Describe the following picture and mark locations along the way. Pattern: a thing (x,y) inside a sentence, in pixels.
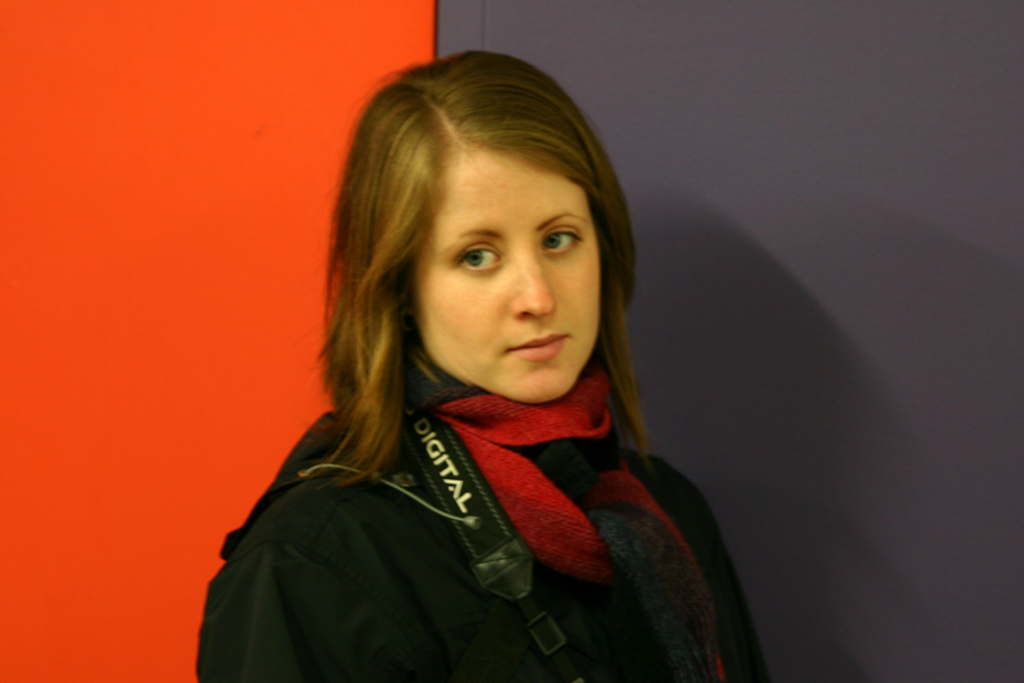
In the center of the image (482,365) we can see a woman (480,463) wearing a camera (494,585). On the left (308,248) we can see a red color wall (123,396).
